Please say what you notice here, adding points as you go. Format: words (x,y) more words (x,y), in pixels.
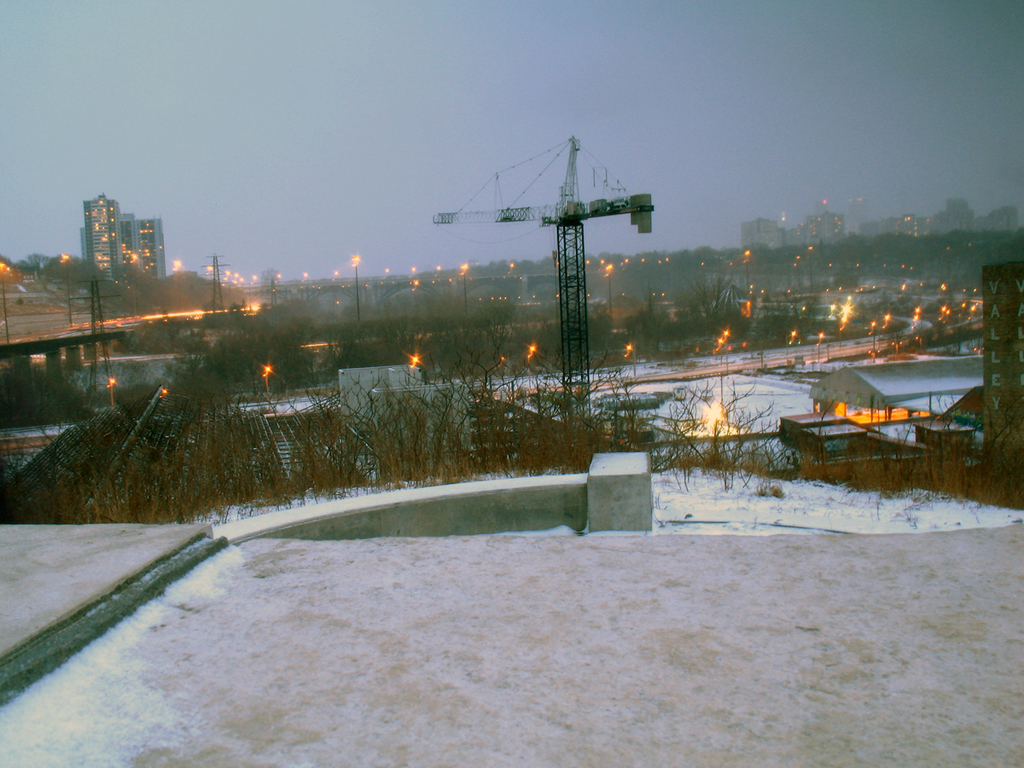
In this image I can see few buildings (133,243), lights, poles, towers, wires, dry trees (212,411) and snow (940,534). The sky (370,175) is in blue color.
